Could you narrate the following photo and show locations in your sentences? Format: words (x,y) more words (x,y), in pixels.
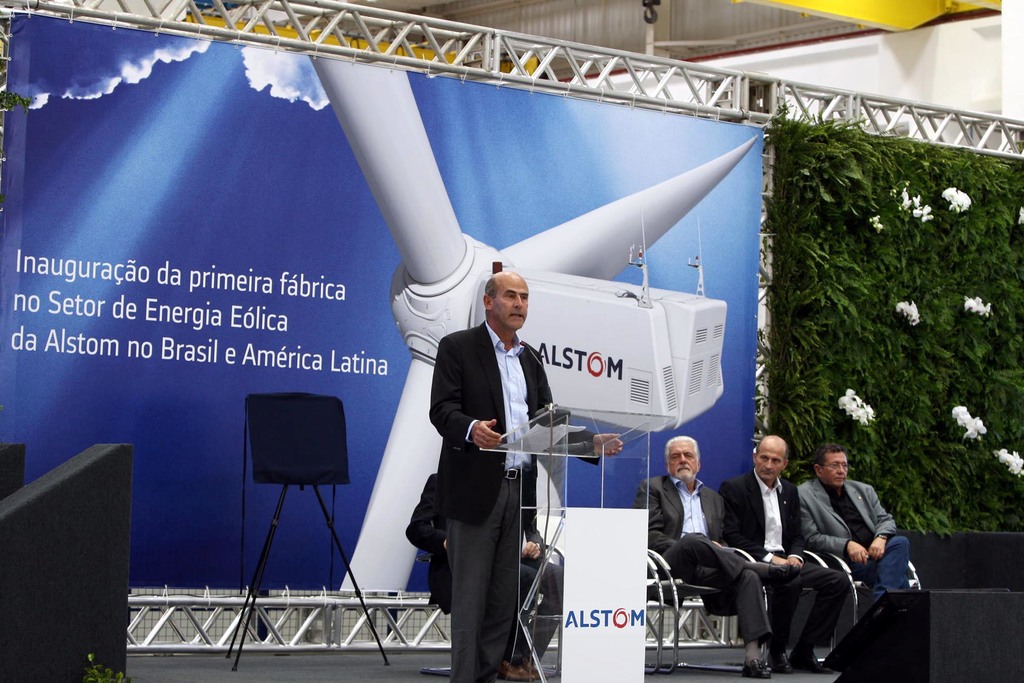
In this image there is a man (488,572) standing near a podium (540,505), in the background (837,545) there are people (659,549) sitting on chairs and there is a stand (267,549) on that there are few objects (293,471), behind the stand (274,530) there is a banner (684,284) on that banner (549,323) there is text (159,303) and a picture (560,228), beside the banner (719,209) there are plants (923,292), on the bottom right (878,659) and bottom left (97,477) there are boxes (121,604), at the top (360,26) there is an iron frame (738,82).
